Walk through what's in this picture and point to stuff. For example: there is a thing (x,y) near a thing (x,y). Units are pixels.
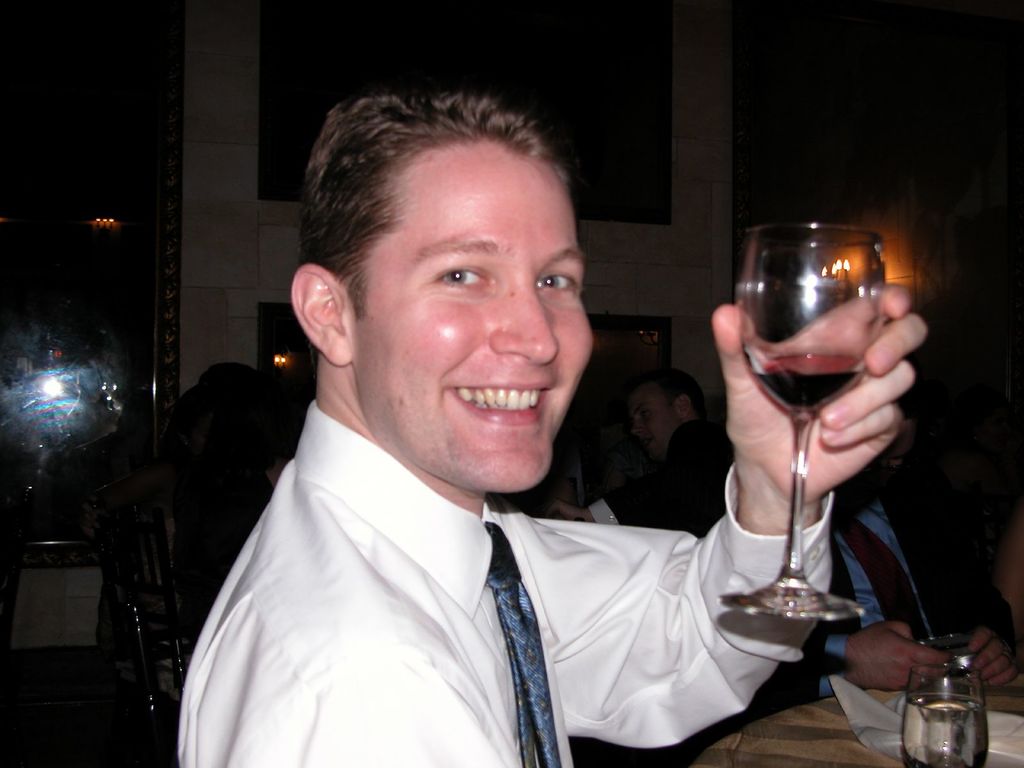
In this image I see a man (693,721) who is smiling and holding a glass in his hand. In the background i see lot of people (1008,544) sitting on the chairs (159,764) and a table (767,732) over here and a glass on it.
